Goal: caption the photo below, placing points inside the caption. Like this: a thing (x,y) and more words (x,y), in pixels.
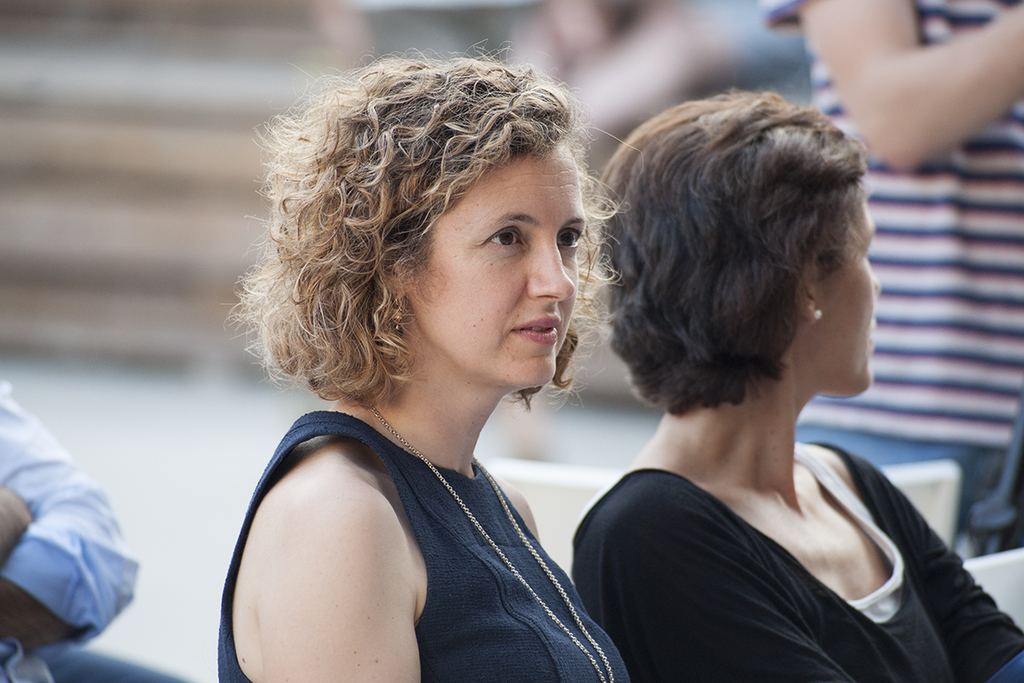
In this image we can see two women (517,602) are sitting. One woman (744,617) is wearing a black color dress (746,618) and the other one is wearing dark blue color dress (480,615). We can see one person (23,494) in the left bottom of the image (28,613). On the right side of the image (947,160), one more person (1001,392) is there. The background (201,210) is blurry.
